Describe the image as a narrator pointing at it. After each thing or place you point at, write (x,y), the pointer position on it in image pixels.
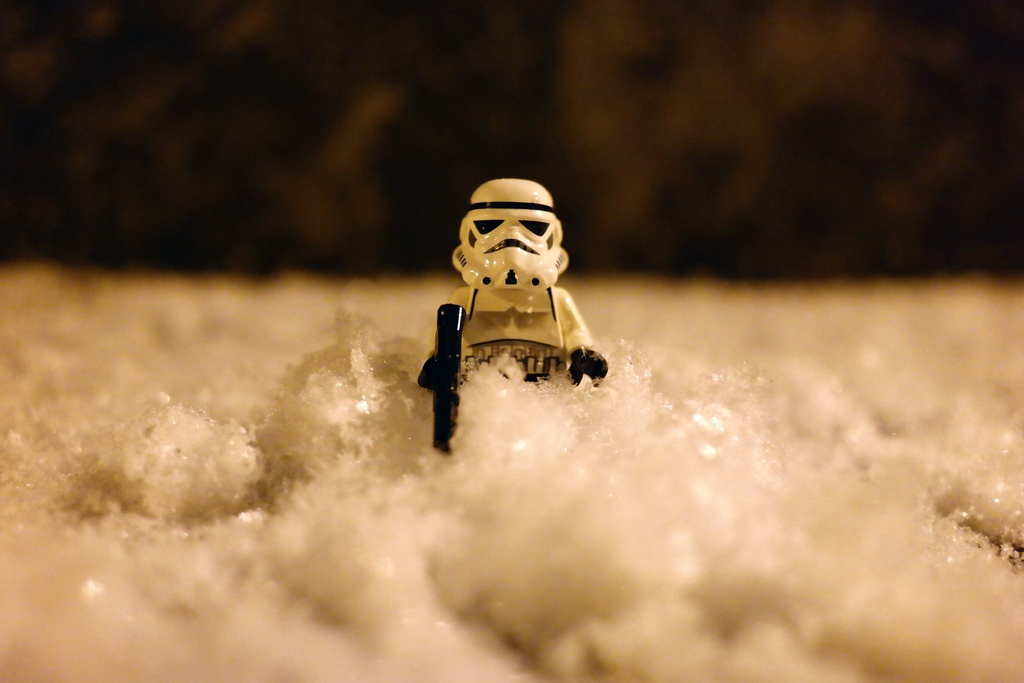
In this image I can see a white colour toy (589,366) in the centre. I can also see white colour things (353,488) in the front (497,631) and I can also see this image is blurry in the background (650,265).
